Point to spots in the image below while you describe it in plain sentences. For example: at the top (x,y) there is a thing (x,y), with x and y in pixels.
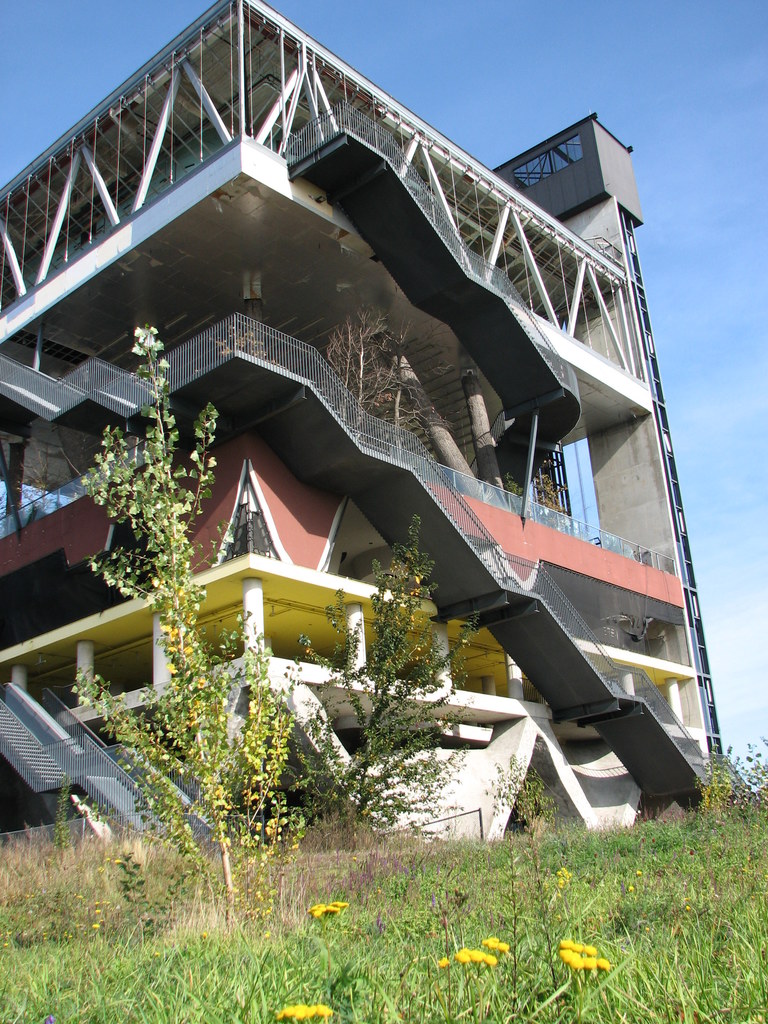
In this picture we can see grass (287,895), plants (163,527), flowers (283,1012) and building (3,417). In the background of the image (718,499) we can see the sky (718,499).
